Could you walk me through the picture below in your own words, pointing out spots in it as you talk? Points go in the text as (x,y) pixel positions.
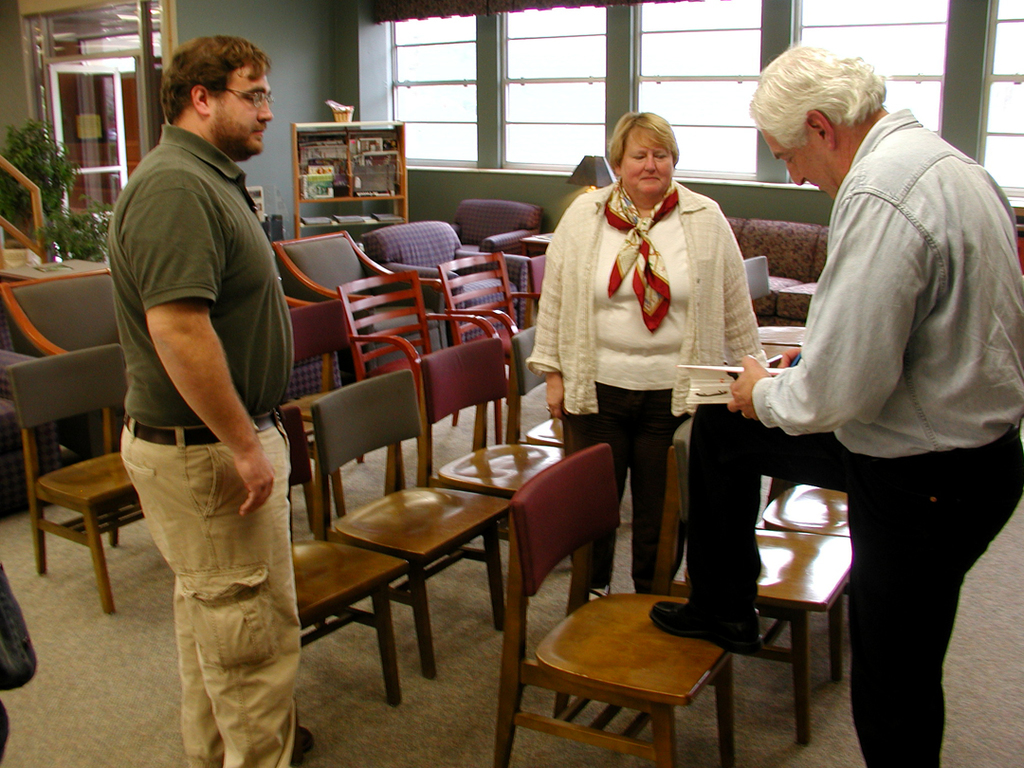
In room (487,271) there are few chairs (384,293) and sofas (764,250). There are two men (193,381) standing. And a lady (605,267) with white color jacket (576,297) is standing. Behind them there are windows (594,63). To the corner there is a cupboard (387,177). And to the left corner (50,195) there are plants (57,177) and a door (109,156). A man (951,448) to the right corner (953,363) is holding a book (709,395) in his hand (732,403).
